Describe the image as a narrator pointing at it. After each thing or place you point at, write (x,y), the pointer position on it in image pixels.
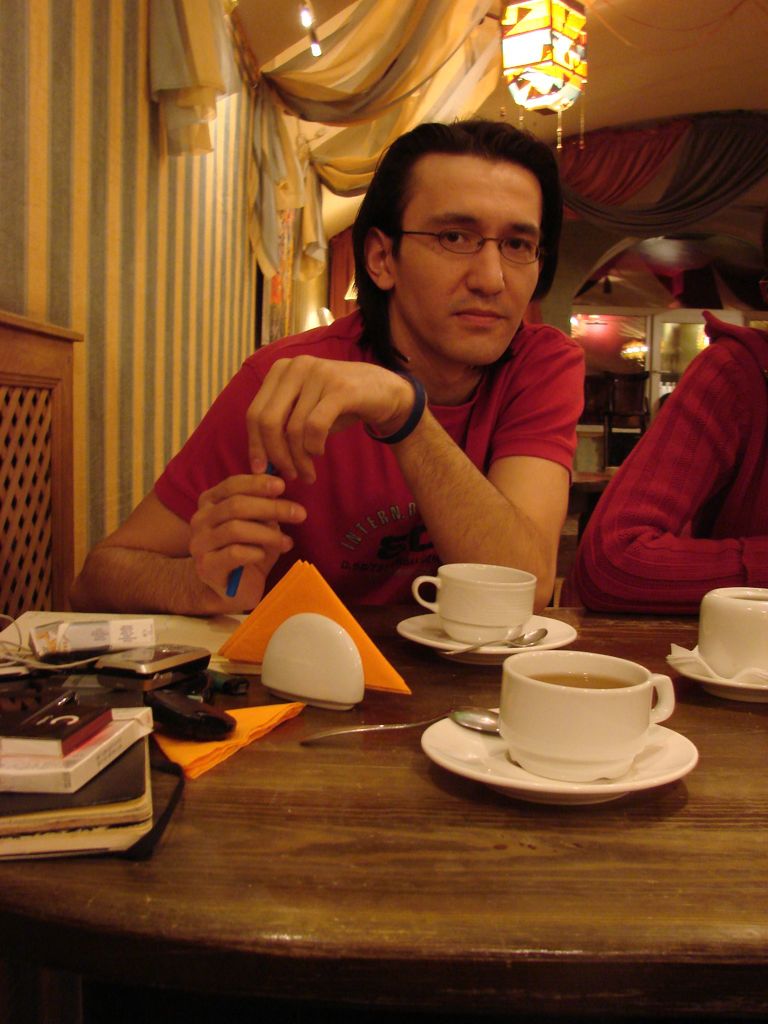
In this image there are two people (671,426) who are sitting around a table (690,718). On the table (707,752) there is a cup (560,753), saucer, books (90,816), mobile (134,660), box (102,634), tissue (315,600). At the background (332,185) there is a curtain (369,60), lamp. To the left side (133,214) there is a wall (85,202) and a wooden cupboard (54,399).
